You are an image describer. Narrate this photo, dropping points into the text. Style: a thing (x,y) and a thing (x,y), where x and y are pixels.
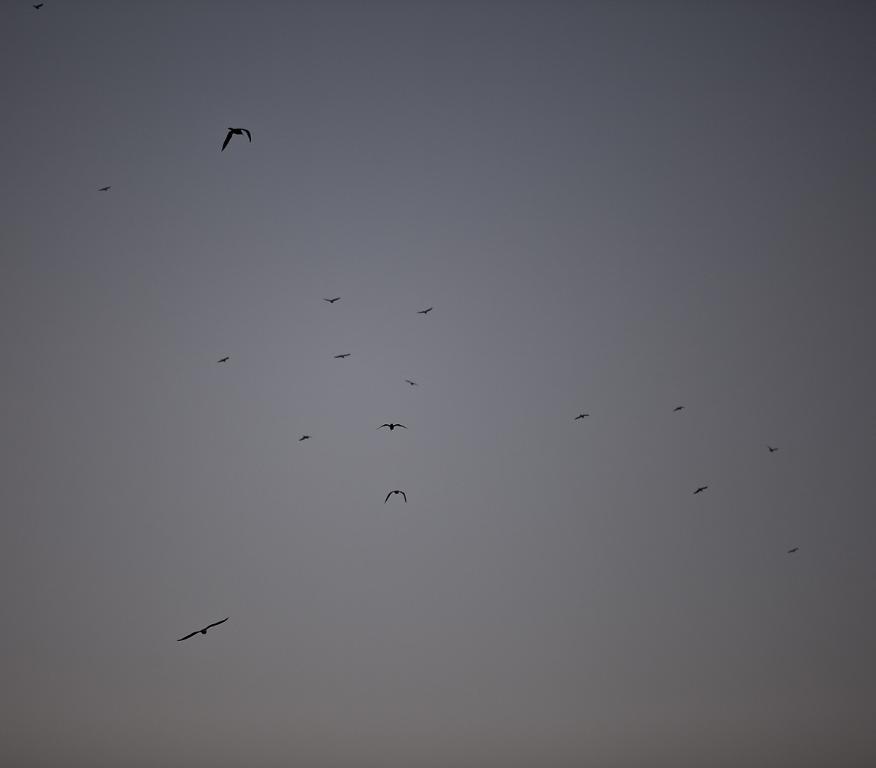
In this image we can see birds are flying in the sky (524,265).
